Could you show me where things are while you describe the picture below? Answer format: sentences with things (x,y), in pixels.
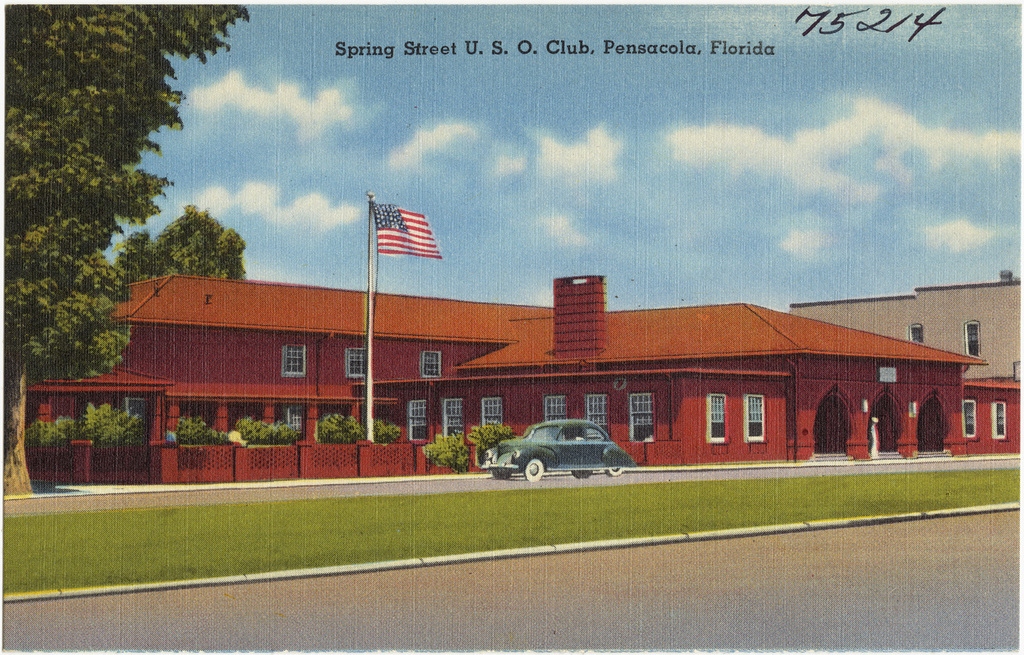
At the bottom of the picture (502,520), we see the road (549,566) and the grass (600,529). Beside that, we see a car (561,459) is moving on the road (561,482). Beside that, we see a building (435,368) in brown color. In the middle of the picture (415,235), we see a flag pole (370,369) and a flag (388,235) in blue, white and red color. Behind that, we see the plants (218,437). On the left side (125,217), we see the trees (125,217). At the top (444,126), we see the sky (460,160) and the clouds (462,133). This picture might be a poster or it might be a painting.
